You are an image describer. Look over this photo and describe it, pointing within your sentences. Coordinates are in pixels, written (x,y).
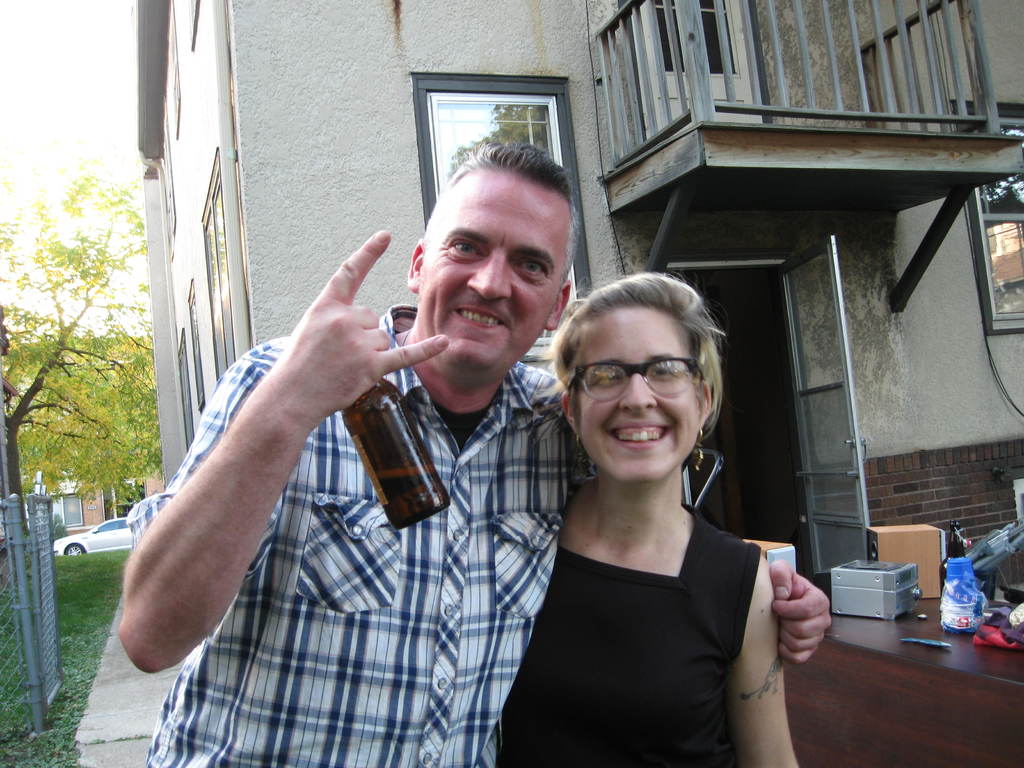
There is a man (514,489) and woman (573,401) together and the man (441,463) is holding bottle (403,465) in his hand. In the background (413,298) there is a building (480,49), tree (43,407), vehicles (114,527) and fence (35,564).
